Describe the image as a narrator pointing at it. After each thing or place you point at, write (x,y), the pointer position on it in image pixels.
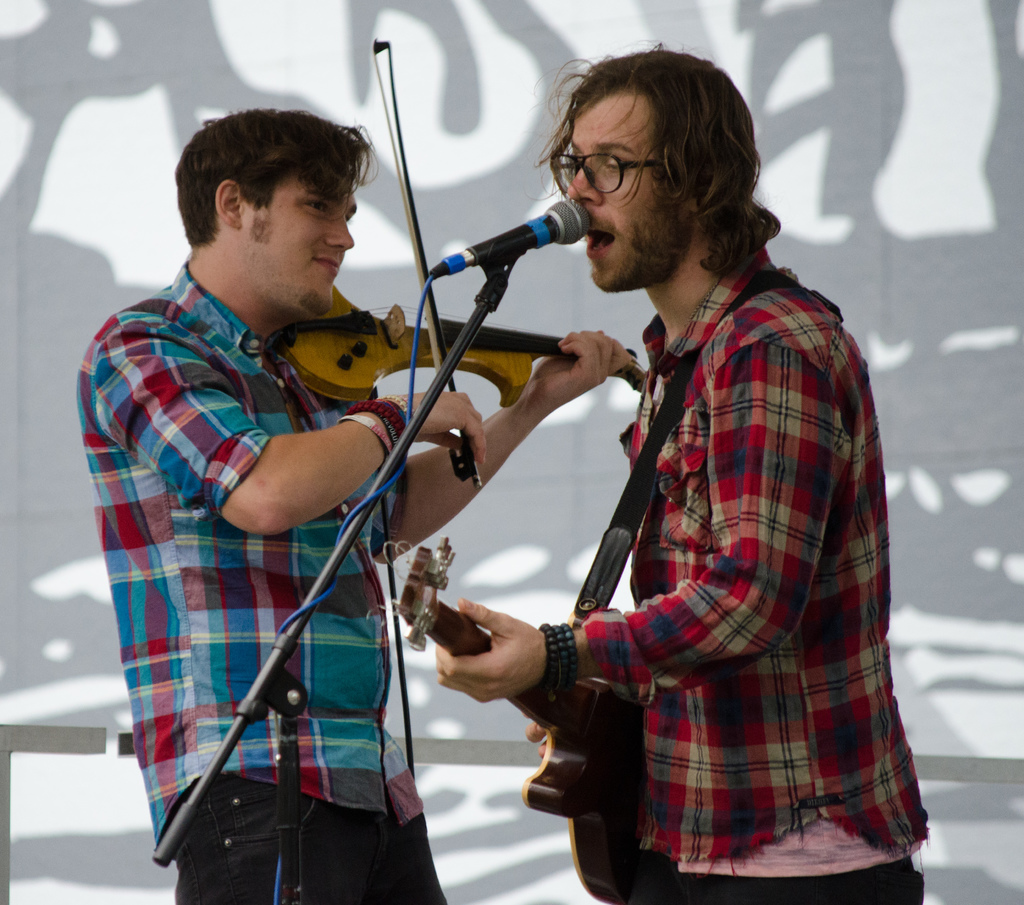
In this image in the front (383,483) there are musicians (241,575) standing and performing and holding musical instrument (401,595) in their hands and there is a mic (535,240). In the background (418,110) there is an object (934,291) which is white and black in colour.
